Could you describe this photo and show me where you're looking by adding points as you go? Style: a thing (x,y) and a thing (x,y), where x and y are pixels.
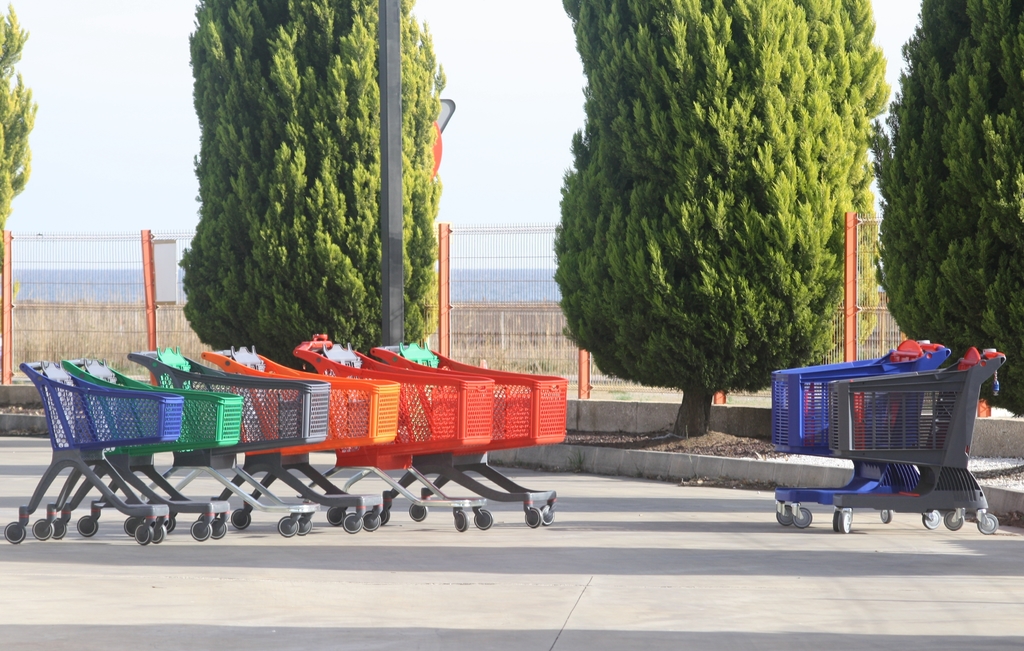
In the image there are trolleys (136,397) in the front (307,483) on the road (686,601) followed by trees (648,159) behind it and a fence (64,271) and above its sky (482,42).
